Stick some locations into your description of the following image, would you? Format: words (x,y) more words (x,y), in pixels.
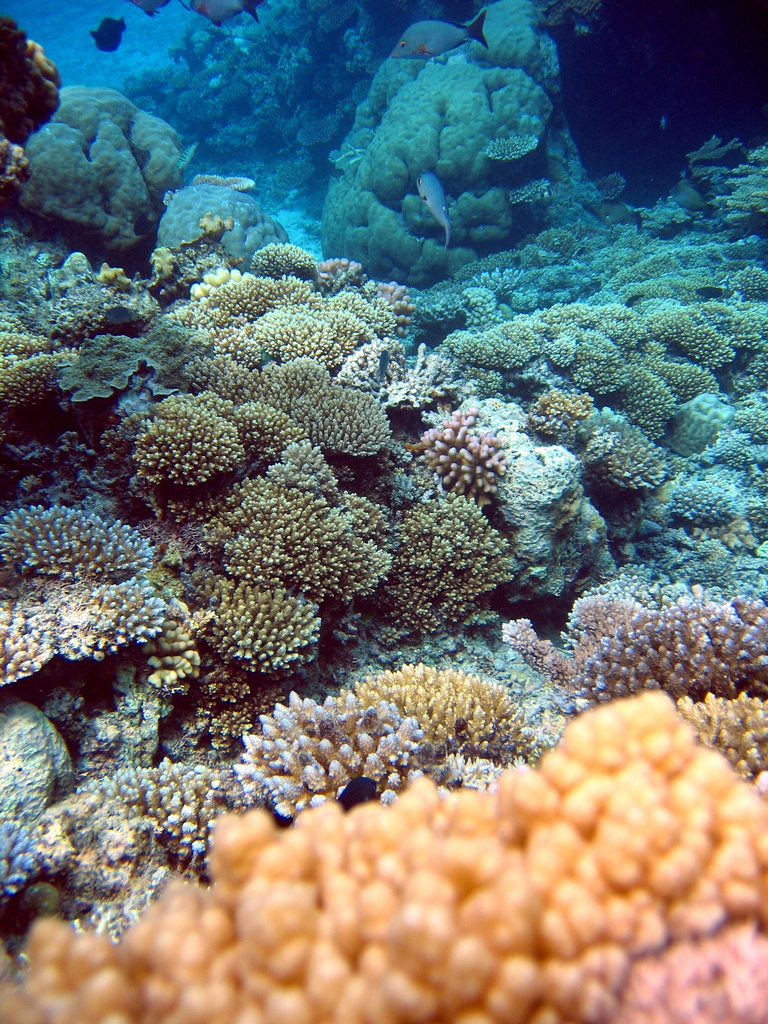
In the image under the water (109,65) there are corals (425,519) and few fishes (428,198).
